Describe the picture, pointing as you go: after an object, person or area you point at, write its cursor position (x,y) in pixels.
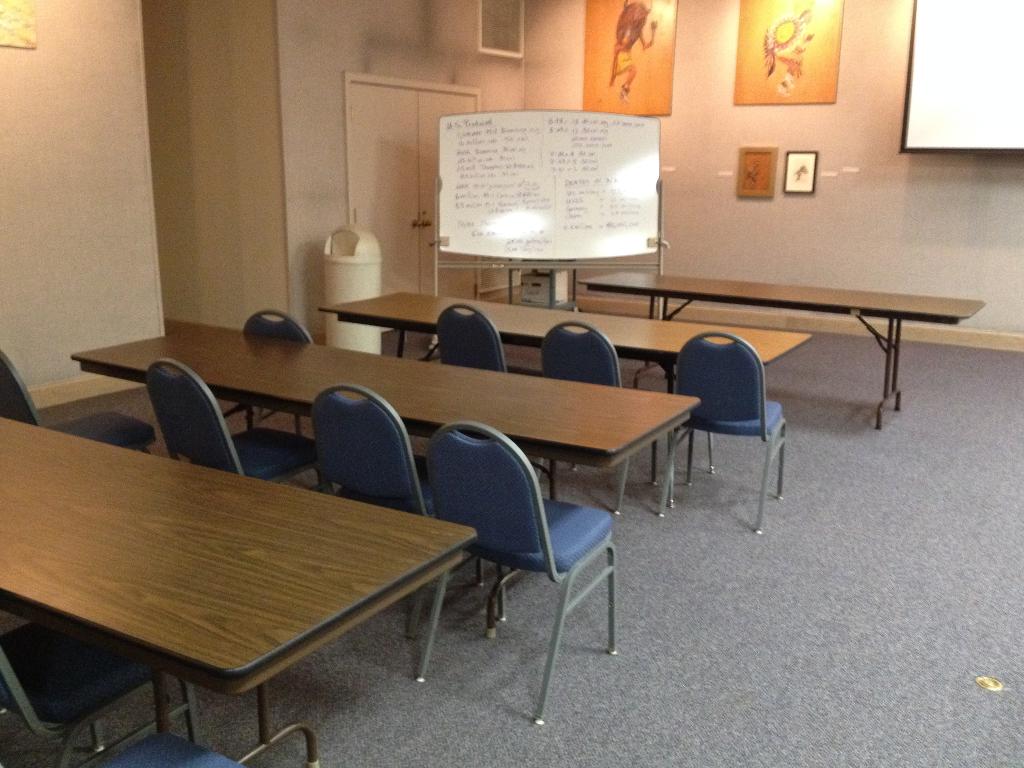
In this picture we can see tables (101,605) and chairs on the floor (813,673) and in the background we can see a wall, boards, photo frames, dustbin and doors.
